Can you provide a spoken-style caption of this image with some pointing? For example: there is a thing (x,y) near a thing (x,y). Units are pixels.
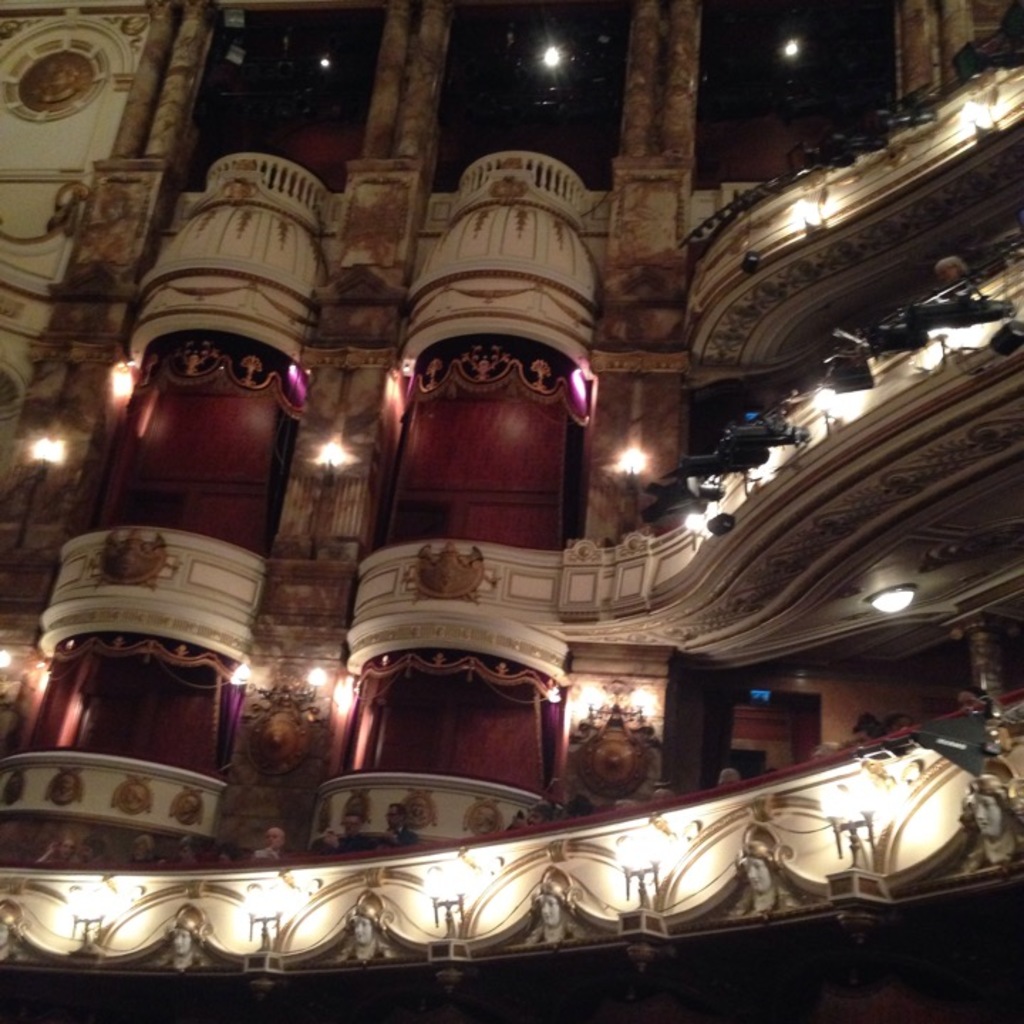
In this picture we can see a building (468,77), carvings (64,81) on them and lights (806,205). We can also see people (65,840).
